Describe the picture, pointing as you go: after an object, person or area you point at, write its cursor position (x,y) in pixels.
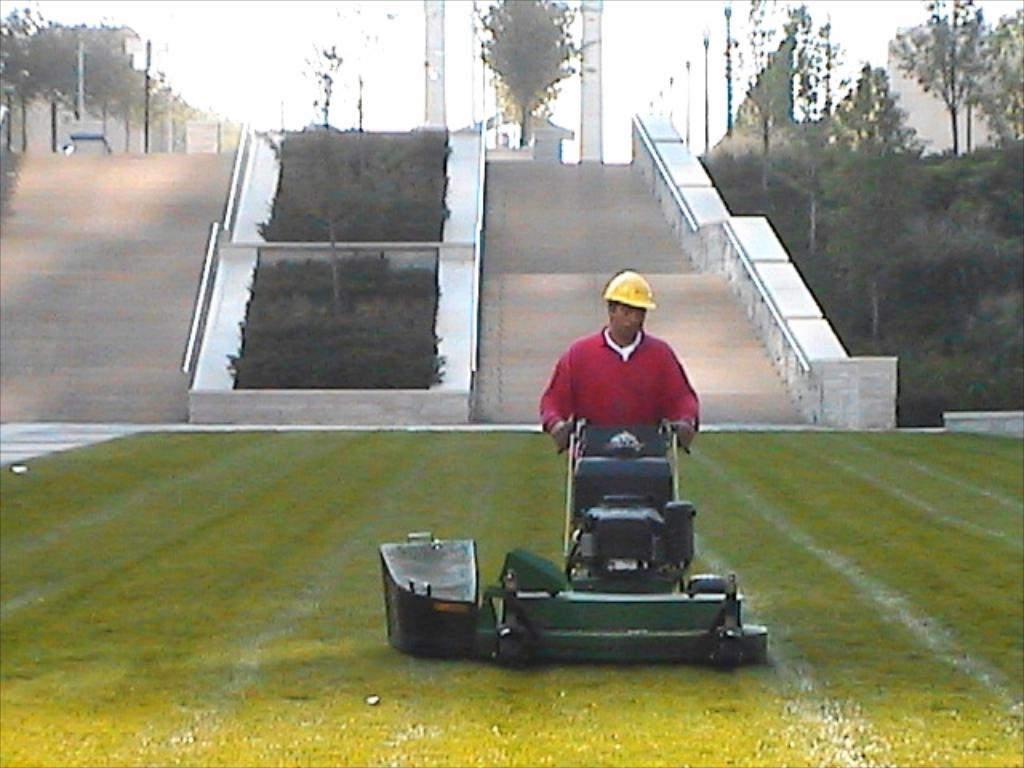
In this picture I can see a man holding a grass cutting machine (609,544) and I can see trees (795,158) and stairs (487,285) and I can see a man (607,378) wore a cap (652,300) on his head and I can see a cloudy sky (241,101).
